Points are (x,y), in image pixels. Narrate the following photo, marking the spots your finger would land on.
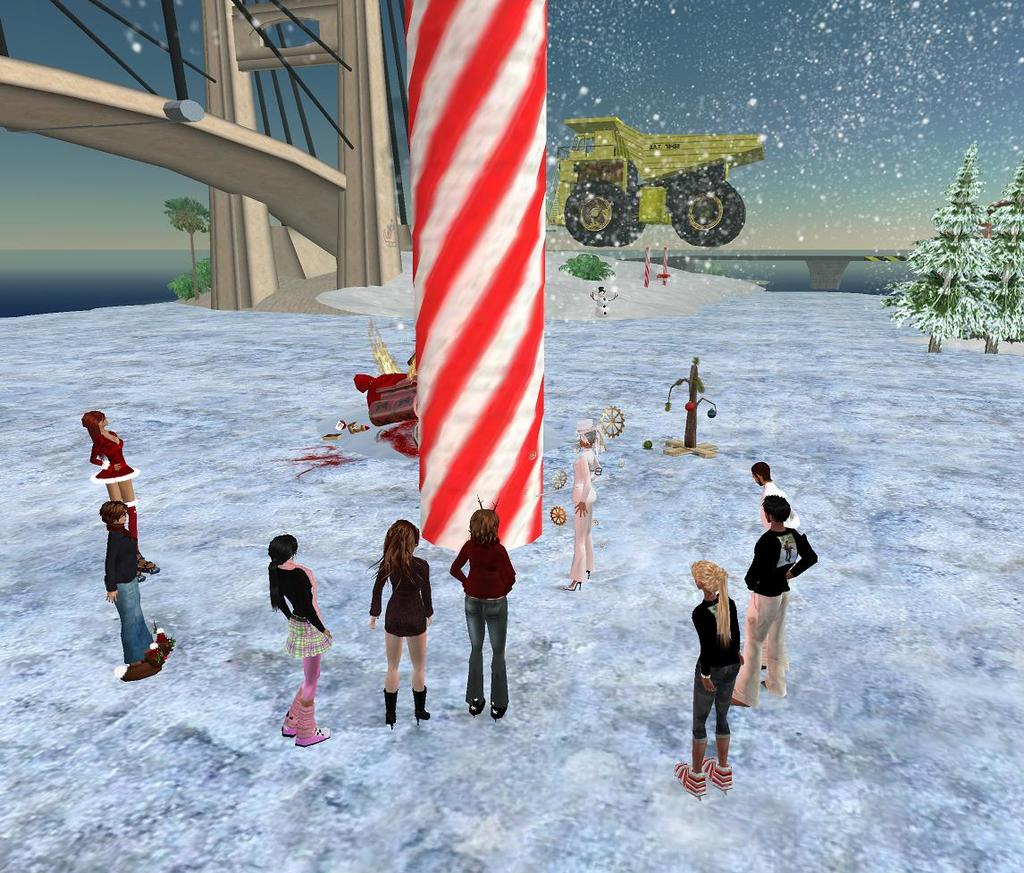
This image is a cartoon image, In this image there are some persons (473,534) standing in the bottom of this image (302,646) and there is one vehicle (640,224) on the top of this image (663,178). There is a bridge (212,74) on the top left corner of this image (221,144) and there are two Christmas trees (943,259) on the right side of this image (923,268). There is a sky (667,54) on the top of this image (721,58).
